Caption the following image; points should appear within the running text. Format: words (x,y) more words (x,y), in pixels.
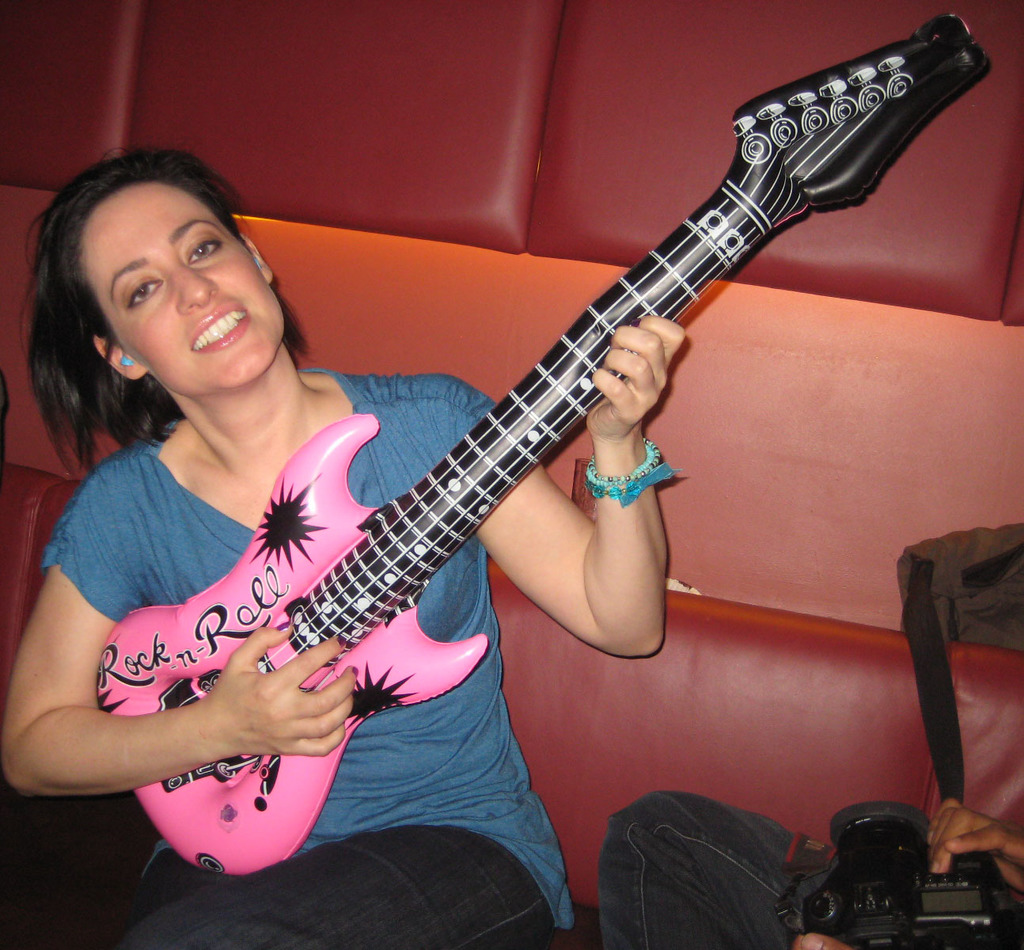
In this image we can see a lady (115,769), musical instrument (337,549) and other objects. In the background of the image (646,73) there is a cushion wall (782,301). On the right side of the image (1006,931) it looks like a person (659,921) and a camera (974,908).
